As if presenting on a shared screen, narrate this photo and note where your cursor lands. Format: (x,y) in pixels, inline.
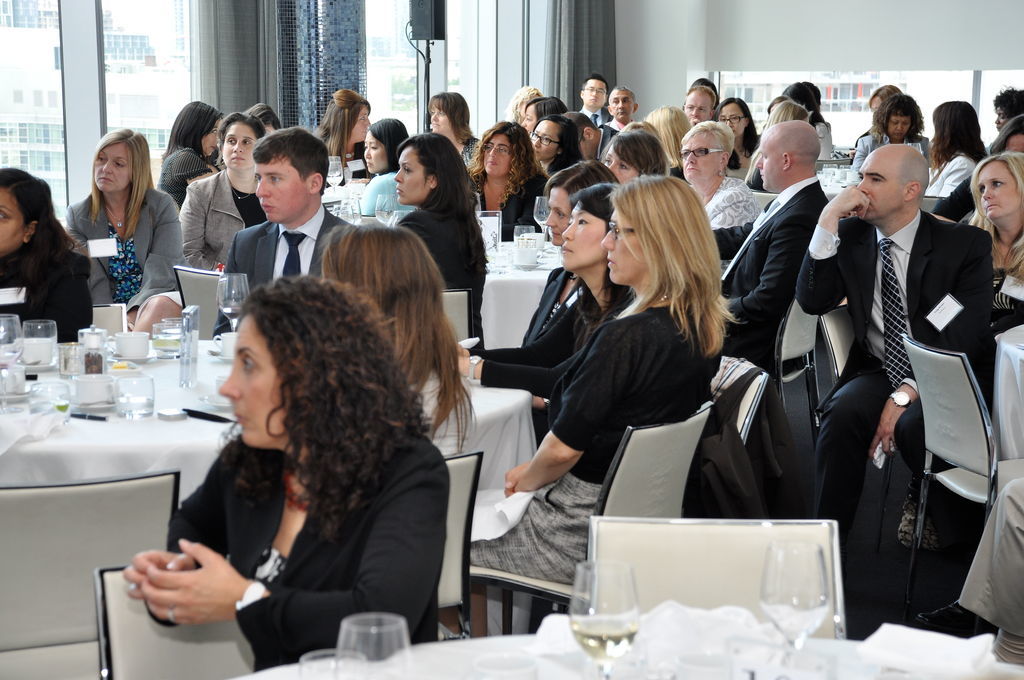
There are group of people (191,105) sitting on chairs (464,571) before tables (485,386). Woman (275,631) at the front side (370,407) is wearing a black dress (229,524) on the chair (127,678). On the table (117,469) there are glasses (141,393), cups (82,402) and saucers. At the left of the image (7,89) there is a window (3,69) from which a building (120,98) is visible. At the right side (912,261) a person (908,274) is sitting on the chair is wearing a suit (854,301), tie (904,358) and watch (900,398).
